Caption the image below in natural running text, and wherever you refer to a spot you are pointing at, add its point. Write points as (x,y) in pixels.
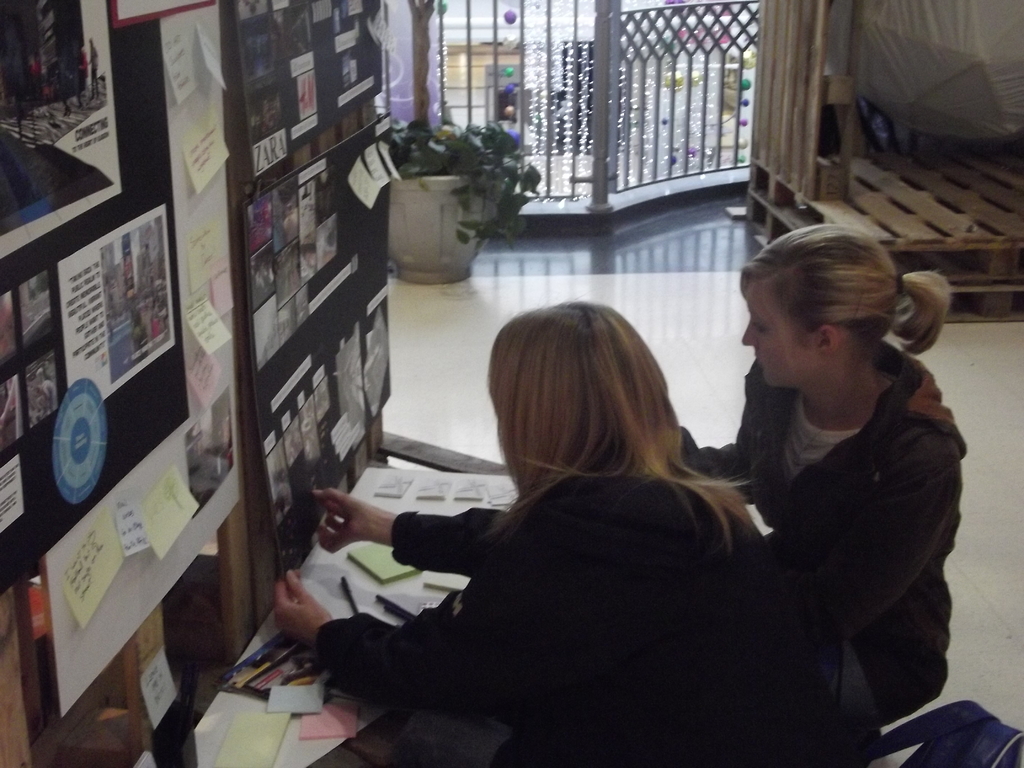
In this image we can see two women (723,465) wearing dress (647,568) are crouching on the floor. One woman (663,673) is holding a board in her hand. In the foreground of the image (423,597) we can see group of books (321,735) and pens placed on the surface (370,597), To the left side of the image (51,372) we can see group of images (164,206) on the wall (234,328). In the background (764,103), we can see some pallets (917,188) on the floor (990,333), metal railing (581,123), a group of lights (541,172) and a plant (455,198).
